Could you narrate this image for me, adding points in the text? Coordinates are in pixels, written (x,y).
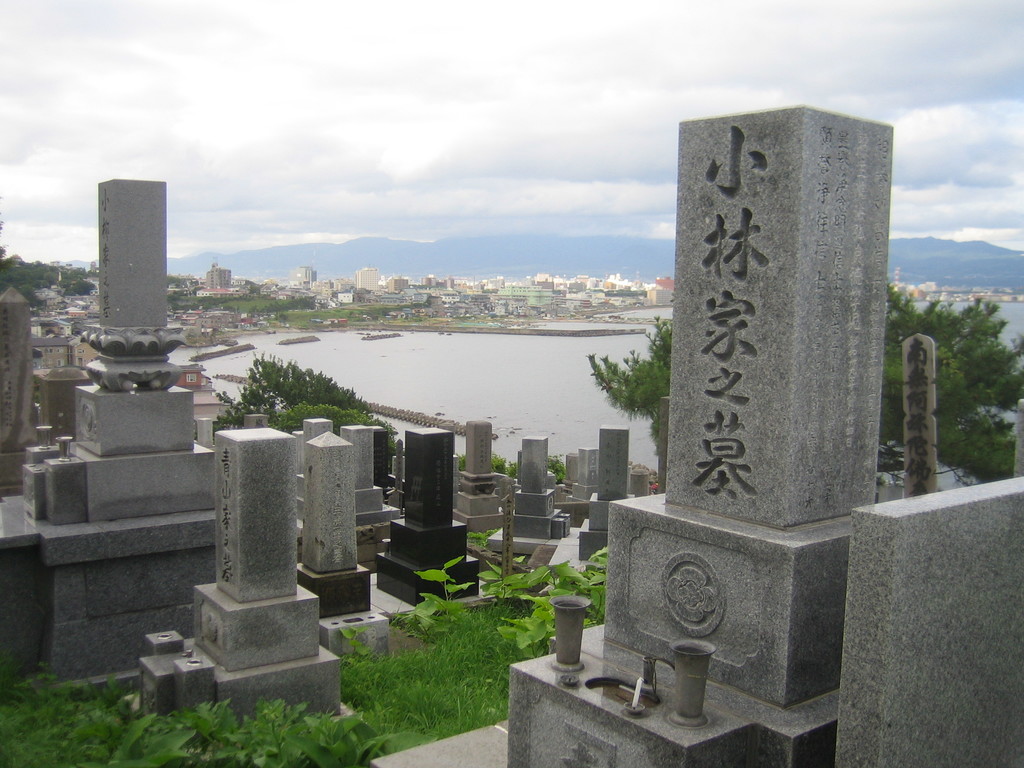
In this image in the middle (452,371) I can see the lake (498,357), buildings (554,299), at the top (438,195) I can see the sky (787,50), in the foreground (39,403) I can see group of cemetery (667,437) and grass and plant (962,381).
